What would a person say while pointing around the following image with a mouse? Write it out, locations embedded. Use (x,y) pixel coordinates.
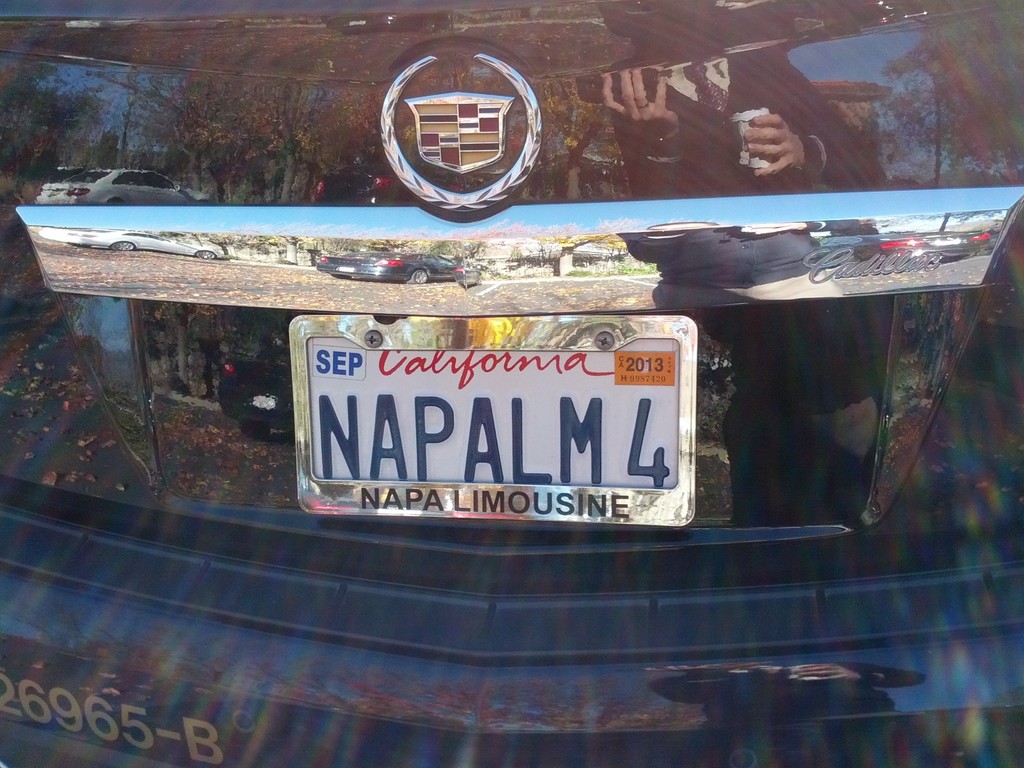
In this picture, we see a car (567,502) in blue color. In the middle of the picture (507,386), we see a number plate (598,413) in white color. At the top (434,188), we see the logo (496,142) of the car (421,177). We even see the cars (96,186), trees (181,326) and a building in this picture.
